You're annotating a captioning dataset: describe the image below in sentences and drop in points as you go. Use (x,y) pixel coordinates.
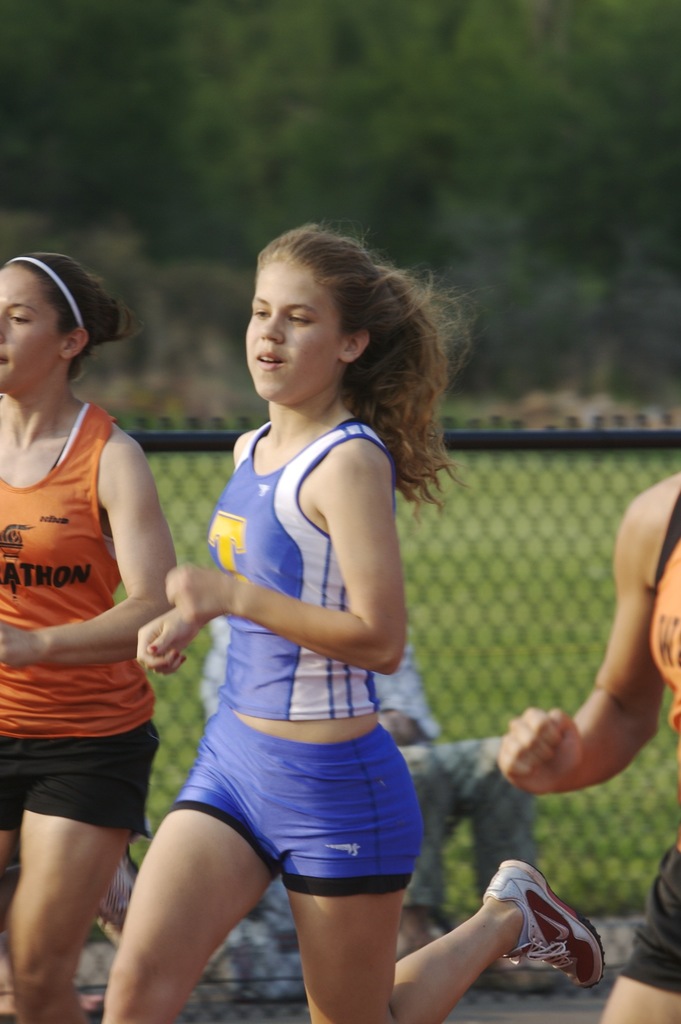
Here in this picture we can see a group of women (642,611) running on the ground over there and beside them we can see fencing (646,472) present and we can see the ground (611,837) is fully covered with grass (208,487) over there and in the far we can see plants (559,277) and trees (283,103) present all over there.
